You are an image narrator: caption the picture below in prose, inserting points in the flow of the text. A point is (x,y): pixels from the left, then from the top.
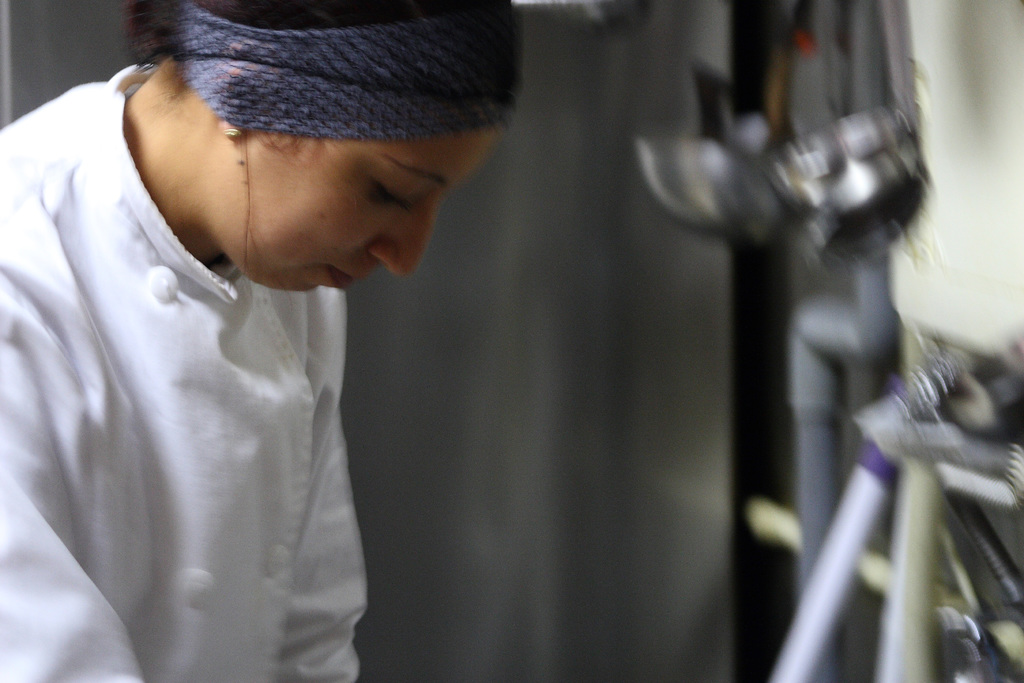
In this image I can see a person (62,404) standing wearing white color dress (190,458) and I can see blurred background (584,112).
